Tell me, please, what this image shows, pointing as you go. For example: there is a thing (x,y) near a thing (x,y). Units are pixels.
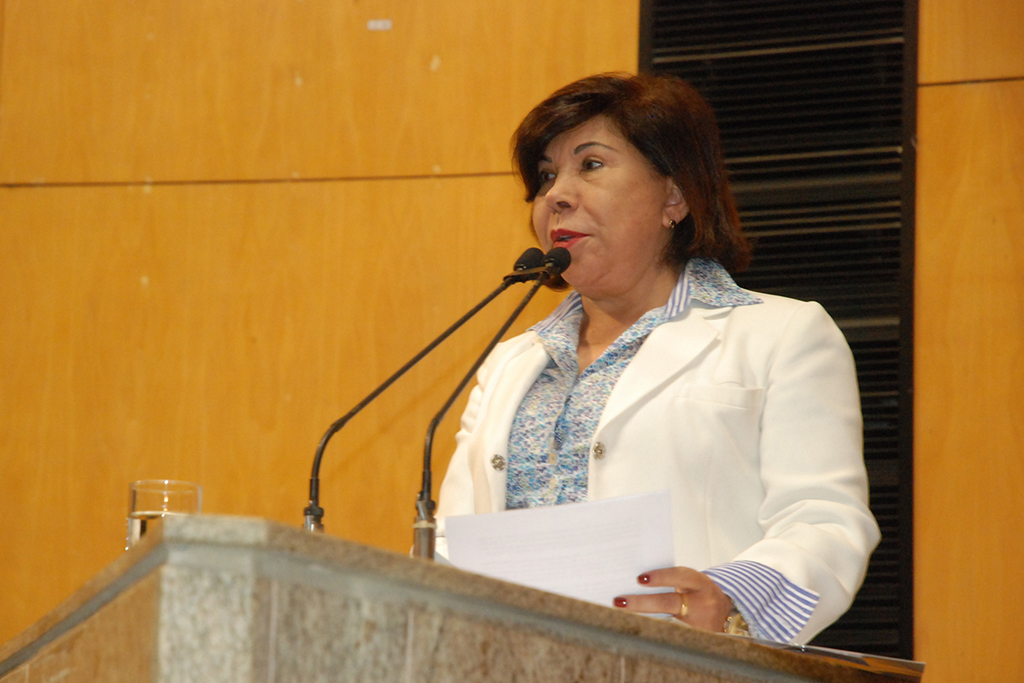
In the foreground (77,657), I can see a woman (825,370) is standing in front of a mike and I can see a table (270,636). In the background (252,326), I can see a wall (1021,613) and a door (790,242). This image taken, maybe in a hall (317,416).
